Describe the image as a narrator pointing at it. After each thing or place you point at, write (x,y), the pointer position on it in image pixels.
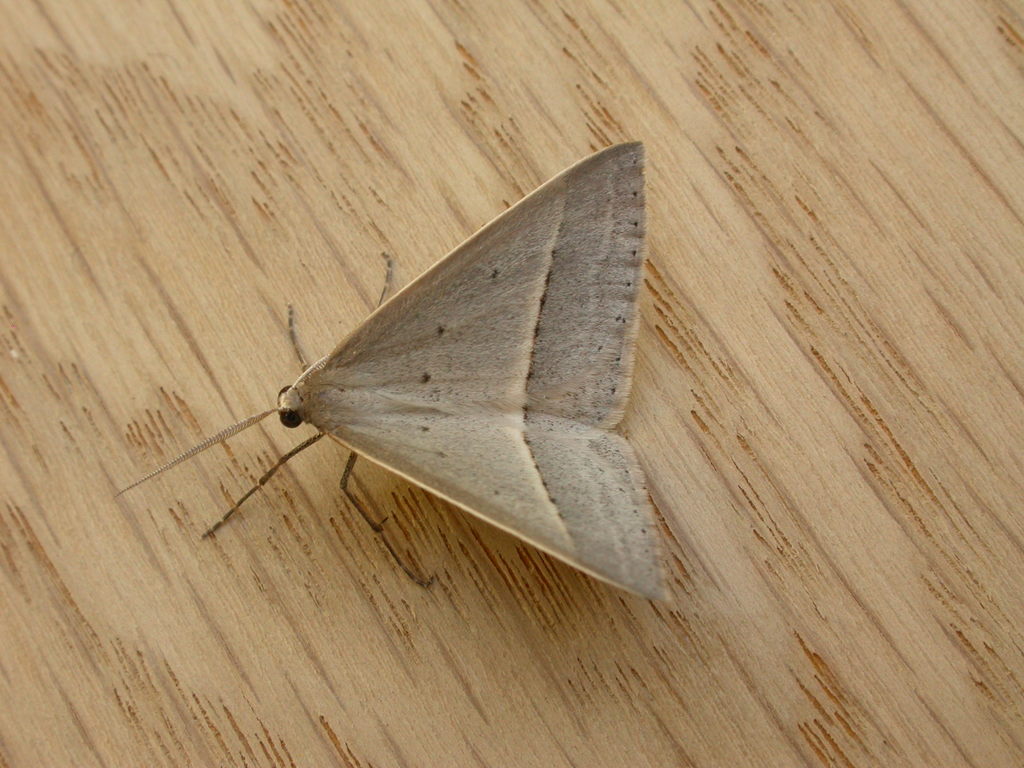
In this picture we can see a moth (609,164) sitting on the wood (399,247).
